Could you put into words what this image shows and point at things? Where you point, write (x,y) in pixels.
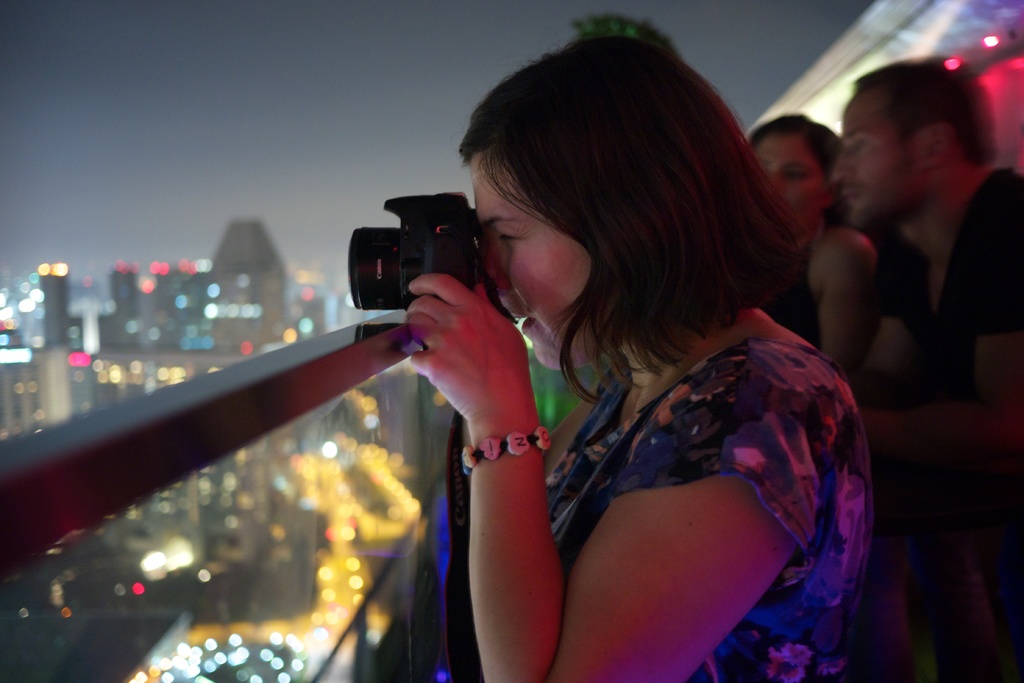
In this image, we can see a woman (716,402) standing and she is looking in the camera, in the background (803,240) we can see some people (864,225) and at the top (231,179) there is a sky (253,130).
